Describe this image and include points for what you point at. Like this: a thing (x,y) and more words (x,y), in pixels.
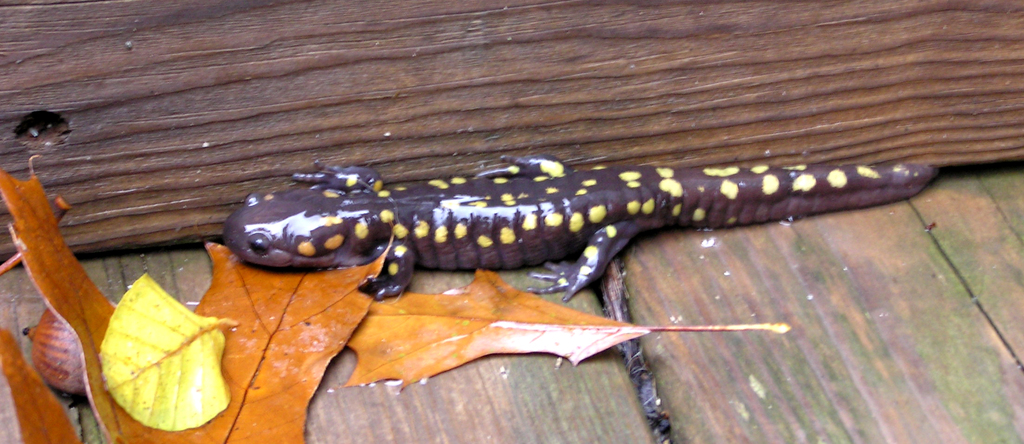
In this image on the left side (20,420) I can see some leaves (309,333) and in the middle (344,228) I can see a salamander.
